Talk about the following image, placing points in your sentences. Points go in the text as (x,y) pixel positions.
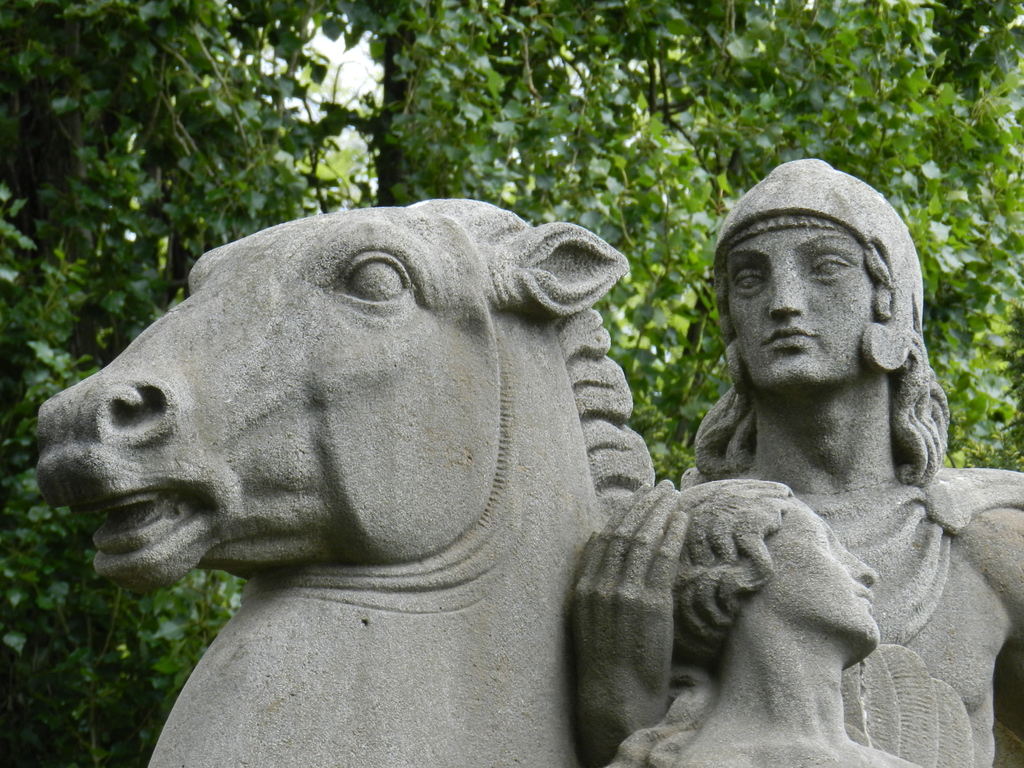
In this picture we can see a statue (646,611) and in the background (603,204) we can see trees (469,160), sky (363,142).
